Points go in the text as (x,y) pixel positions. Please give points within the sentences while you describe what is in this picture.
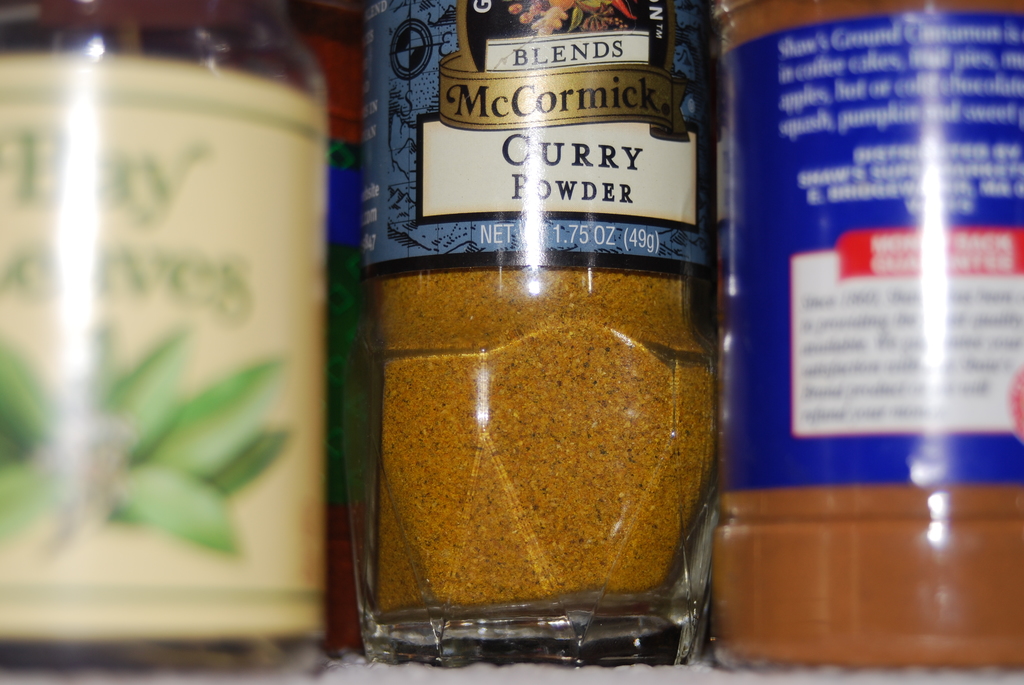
In this picture we can see three bottles (838,206) one among them is a curry powder (550,365) and the other two (877,139) are blur on which the label (752,436) are in blue, white and green color.
